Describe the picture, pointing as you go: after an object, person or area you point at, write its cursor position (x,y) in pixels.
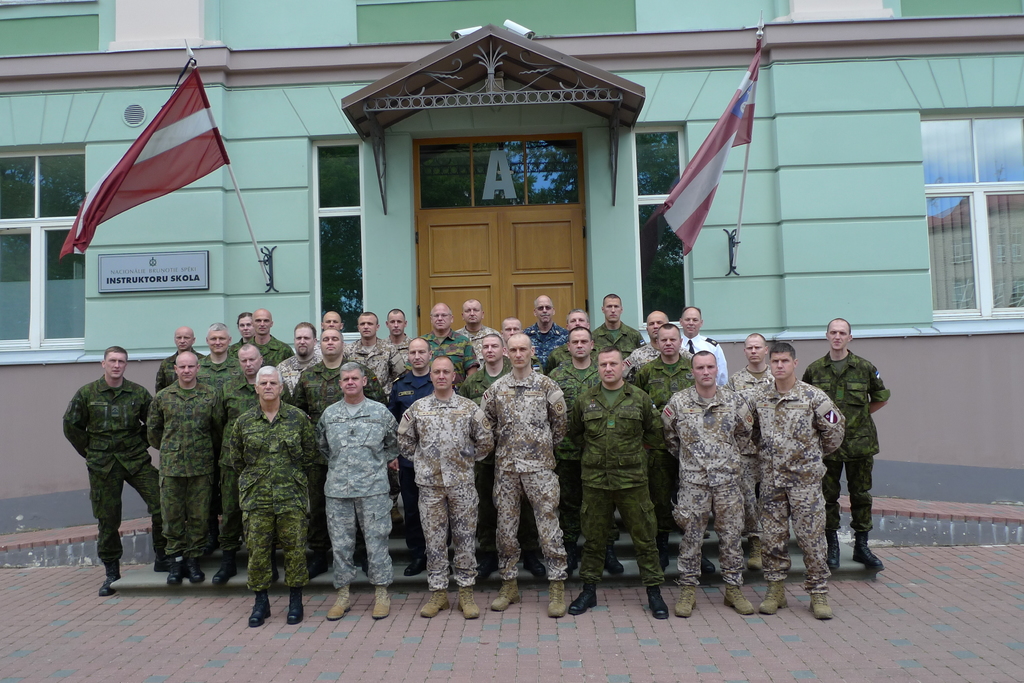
In this image I can see number of people (371,476) are standing in the front (399,354) and I can see all of them are wearing uniforms (341,507). In the background (385,310) I can see a building (392,163) and on the both side of it I can see few flags (103,201) and windows (11,163). I can also see a door (556,231) in the centre (475,234) and on the left side of this image (108,263) I can see a white colour board (175,262). I can also see something is written on the board (120,285).
